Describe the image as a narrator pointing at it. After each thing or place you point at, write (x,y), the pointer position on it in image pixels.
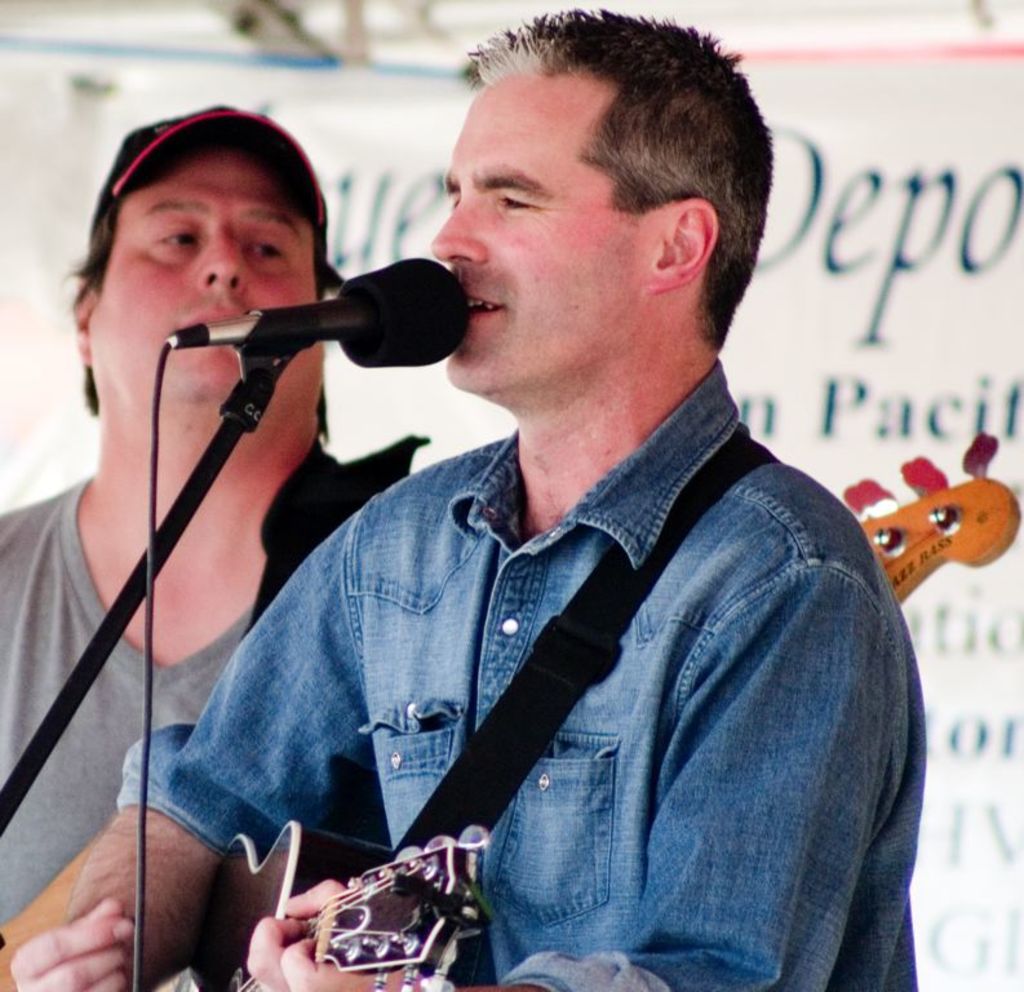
In this image there is a person (632,555) holding a guitar (241,985). He is wearing blue shirt (693,575). Before him there is a mike stand (242,409). Left side (79,775) there is a person (27,616) wearing a cap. Behind them there is a banner (908,367) having text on it. Right side (989,449) there is guitar (922,537).
